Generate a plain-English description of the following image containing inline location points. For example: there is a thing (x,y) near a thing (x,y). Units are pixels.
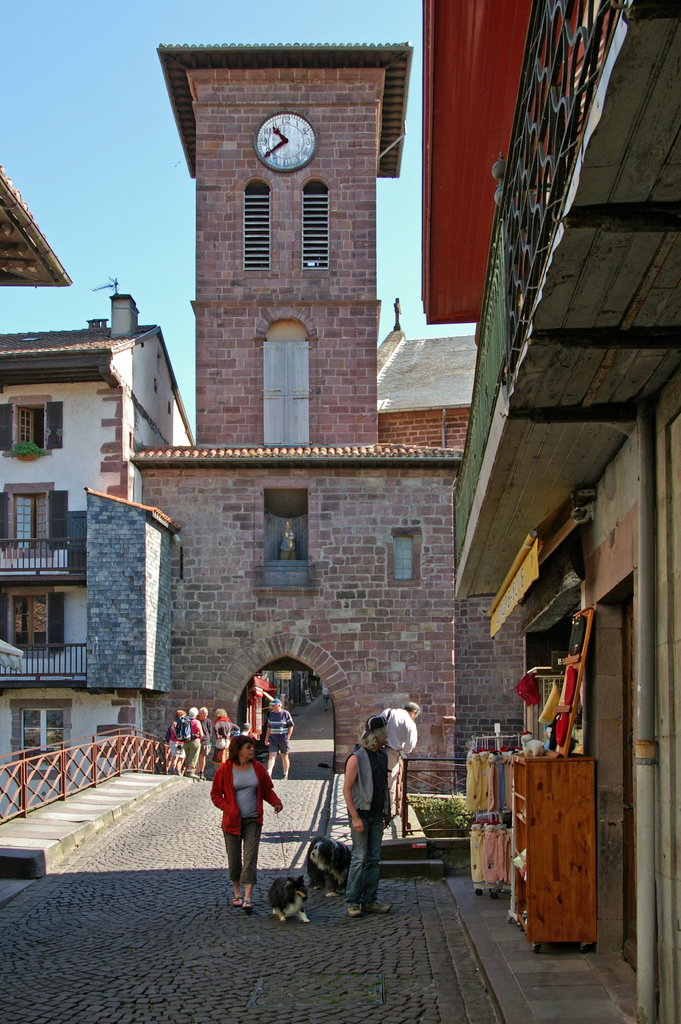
This is the picture of the outside of the city (207,442). We can in the background (242,538) there is a stone wall bricks (349,722), sky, buildings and clock tower (352,374). In the center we have a woman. She is wearing red jacket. She is walking on a road (317,752).
